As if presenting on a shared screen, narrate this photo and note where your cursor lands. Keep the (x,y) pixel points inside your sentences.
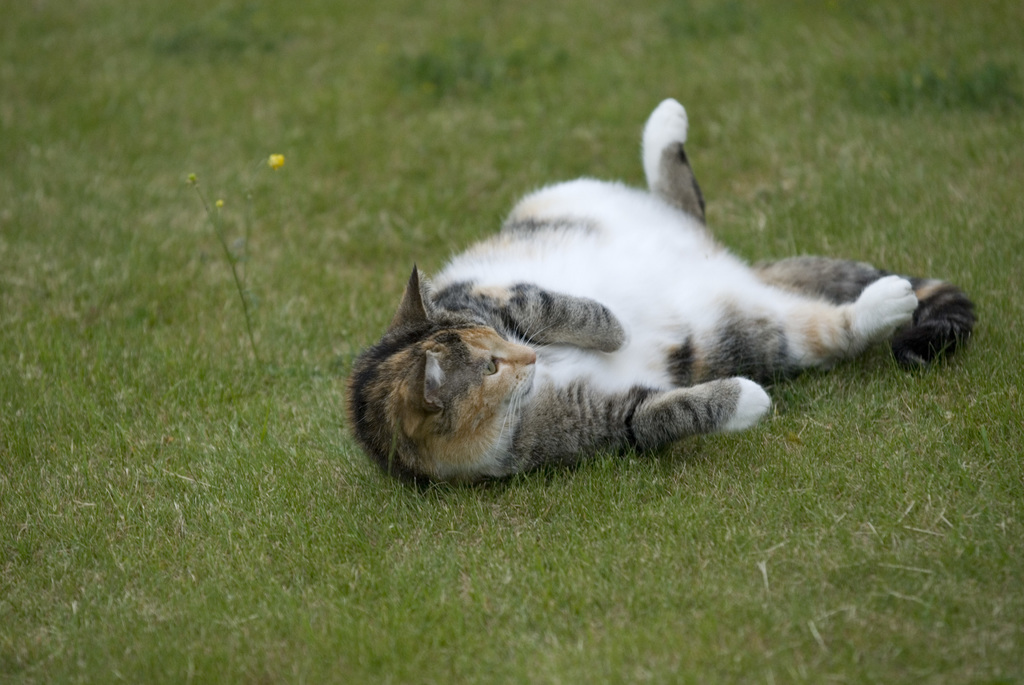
In this image I can see the cat (449,441) which is in black, white and brown color. It is on the grass (557,529). To the left (234,280) I can see the yellow color bud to the plant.
